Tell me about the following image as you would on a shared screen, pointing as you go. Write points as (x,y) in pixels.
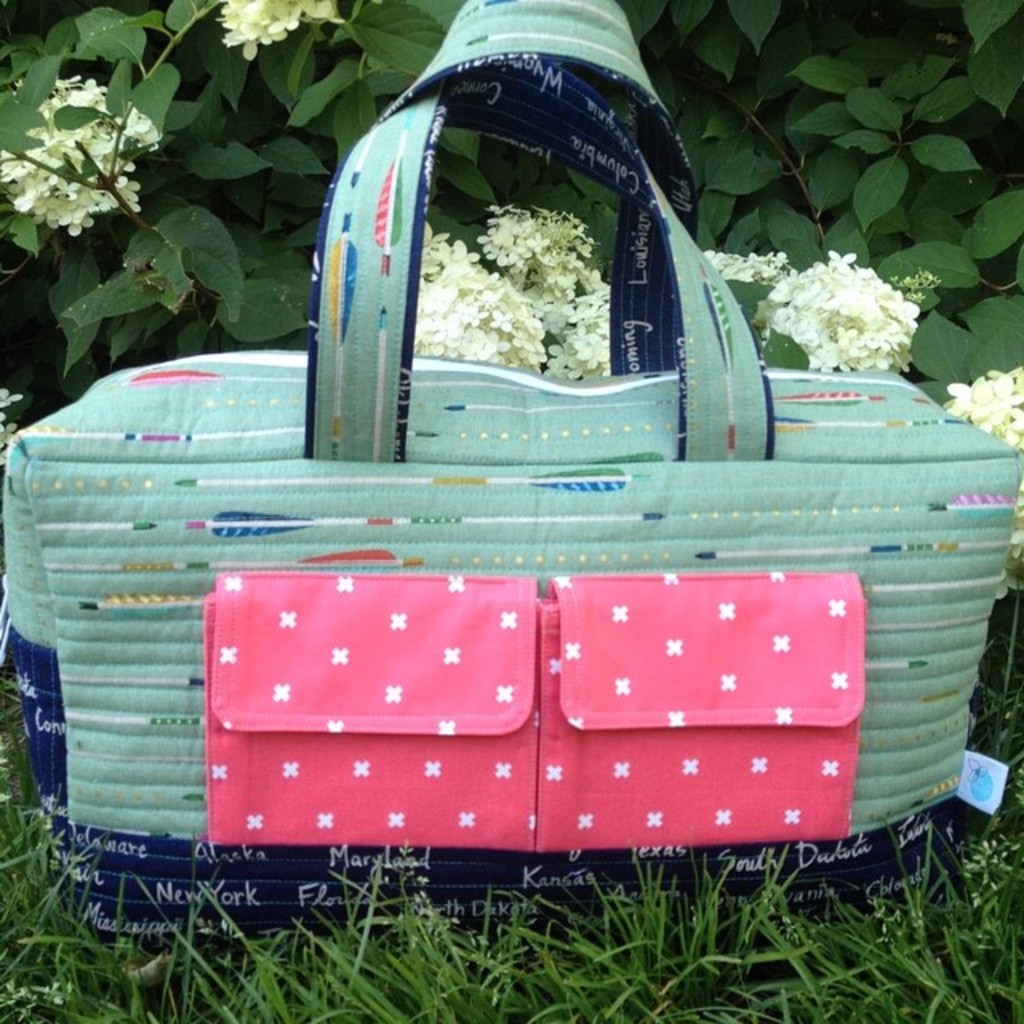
In this image in front (826,743) there is a handbag (562,686) on the surface (801,972) of the grass (844,952). Behind the bag (499,119) there are plants (773,206) with the flowers (550,256) on it.
